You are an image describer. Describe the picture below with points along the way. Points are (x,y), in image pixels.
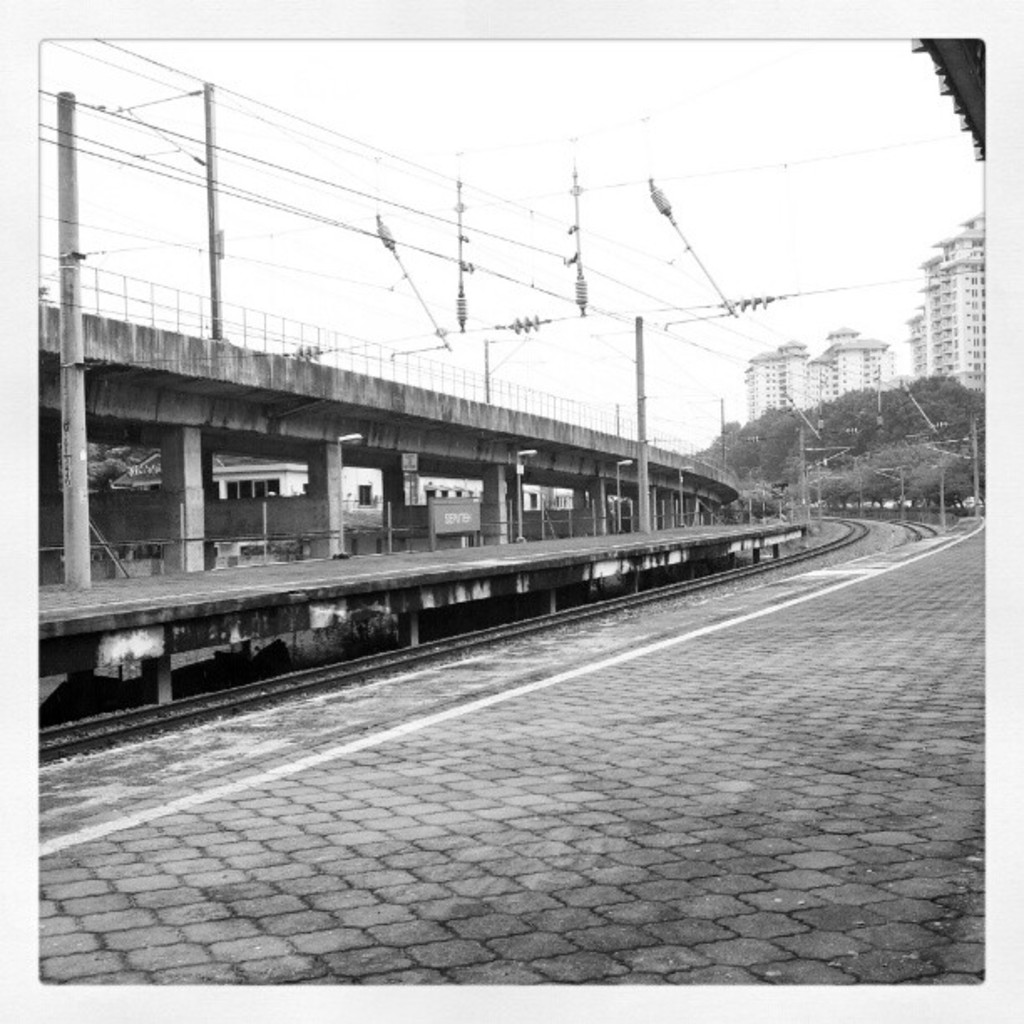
In this image, we can see railway tracks (490,635) in between platforms (356,573). There is a bridge (255,428) on the left side of the image (199,381). There are buildings (885,378) on the right side of the image (953,341). There are wires (920,403) in the middle of the image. In the background of the image (759,322), there is a sky (375,143). There are poles (643,500) on the platform (343,579).
